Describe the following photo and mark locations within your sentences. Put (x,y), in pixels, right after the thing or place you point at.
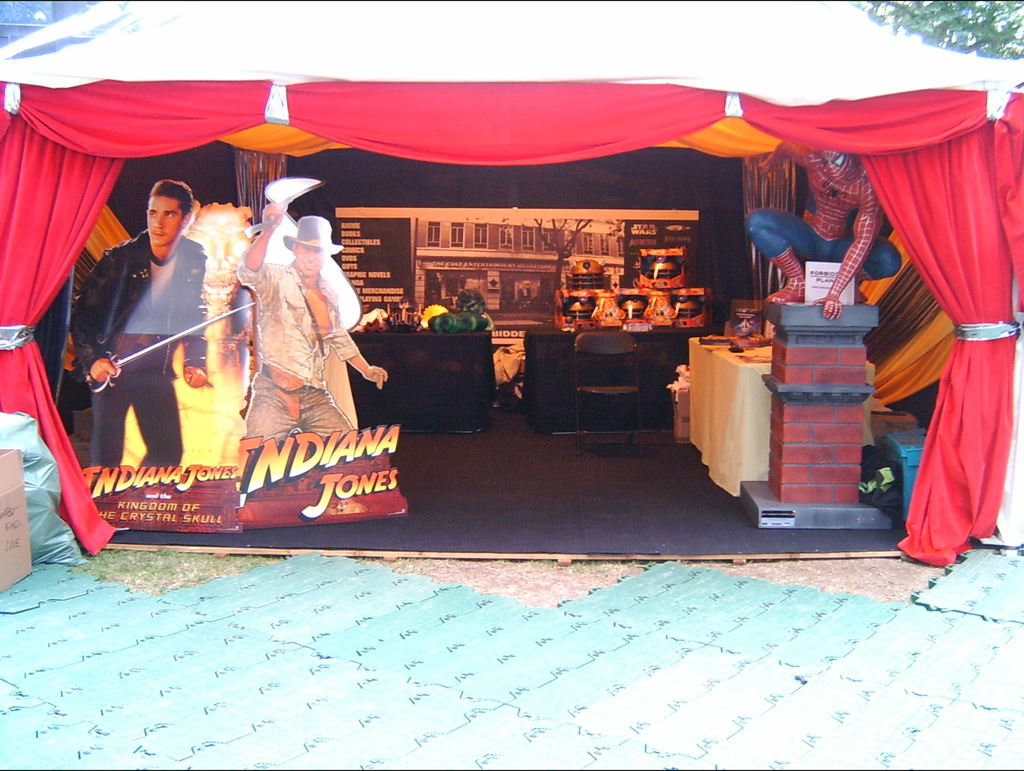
In this picture I can see a tent (58,197) and I can see a hoarding (354,266) with some text (651,232) and a picture (508,274) on it and I can see couple of tables (690,331) with some articles (579,307) and I can see a chair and I can see another table (743,400) with some articles (740,346) on the right side (847,410) and a spiderman statue (814,305) and I can see couple of hoardings (206,322) of men (117,301) with some text (259,490) and I can see a tree (973,38) and I can see a carton box (18,498) and trash bag (46,450) on the left side (15,432).
